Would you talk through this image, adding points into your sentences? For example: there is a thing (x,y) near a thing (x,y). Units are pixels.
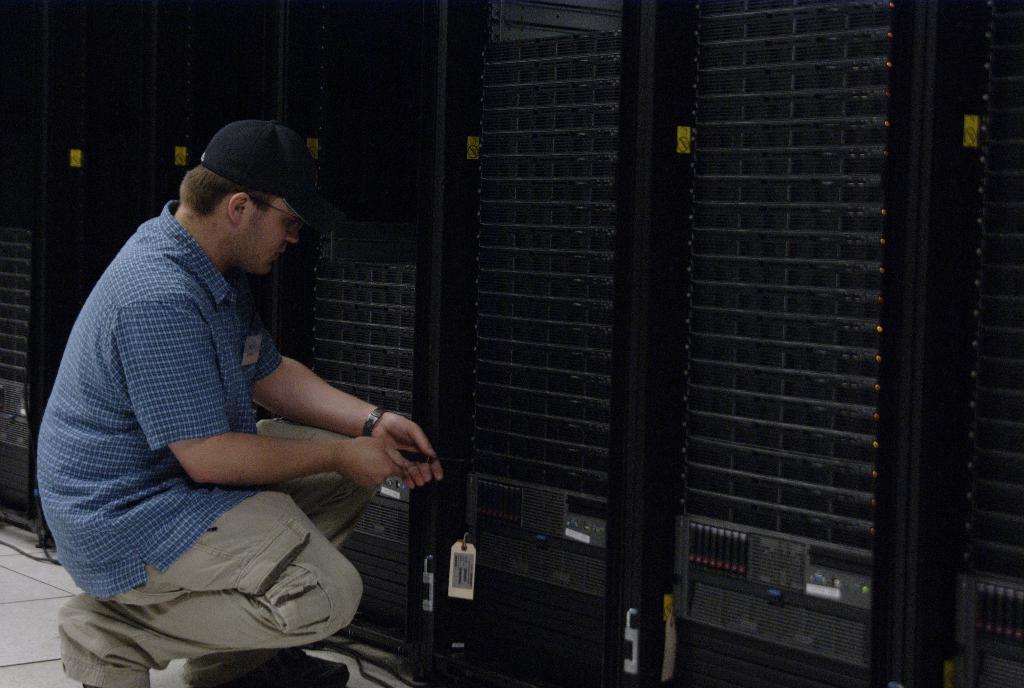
In this image there is a man (399,460) holding an object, and in the background (498,234) there are some machines (714,336).
